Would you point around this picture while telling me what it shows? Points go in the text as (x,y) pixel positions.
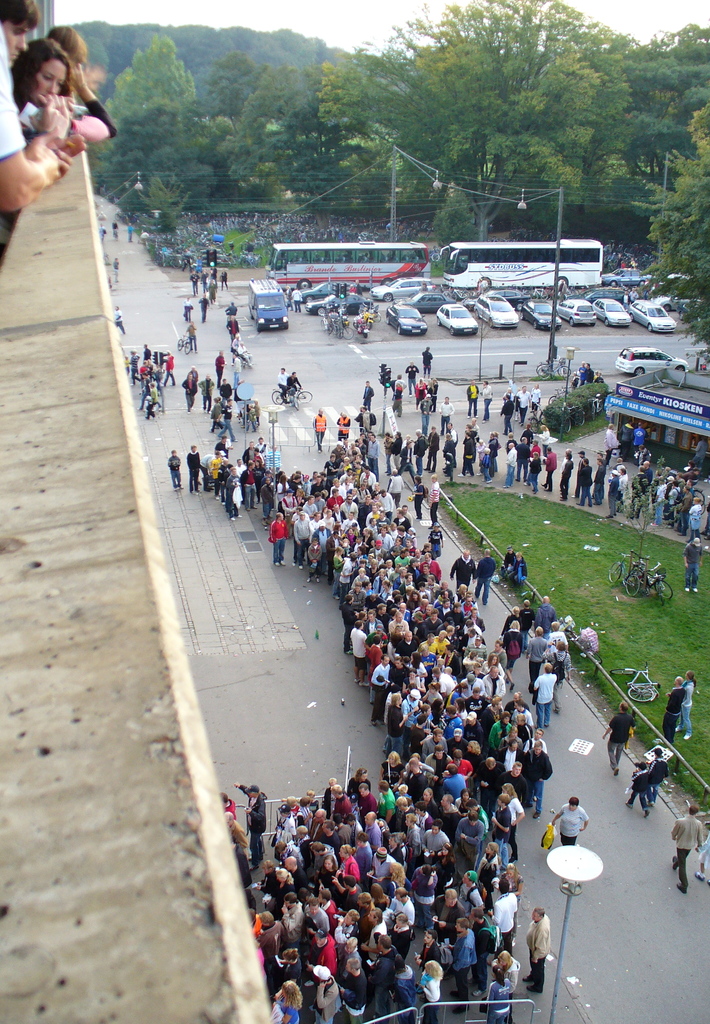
In the foreground of this image (149,866), it seems like a wall (125,854) and few persons (45,168) standing on the top (17,163). On the bottom (407,815), there is the crowd (469,638) standing on the road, bicycles (644,578) on the grass (546,529), a building (644,427), vehicles (347,270) on the road (363,357), trees (348,148) and the sky (347,16) on the top (300,60).
